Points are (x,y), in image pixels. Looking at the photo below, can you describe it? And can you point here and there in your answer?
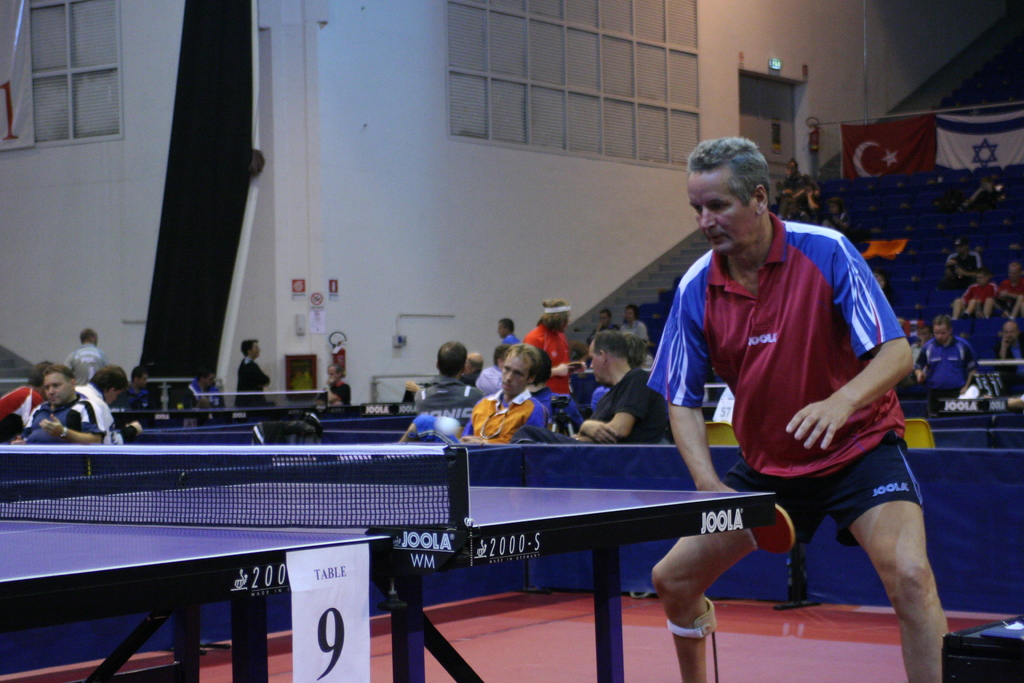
The picture is taken inside a big hall (785,648) and at the right corner of the picture (887,500) an old man (833,390) is standing and playing a game and in front of him there is a table (325,530) and behind him there are people (447,435) sitting and there are stairs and beside the stairs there is a big wall (554,265) with large windows (487,121) and a small door (748,108) with an exit sign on the wall (807,56) and there are flags (967,156) hanged from a pipe (839,124) and a fire extinguisher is attached to the wall (325,364) and coming to the right corner of the picture (868,178) there are people (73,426) sitting on the chairs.
